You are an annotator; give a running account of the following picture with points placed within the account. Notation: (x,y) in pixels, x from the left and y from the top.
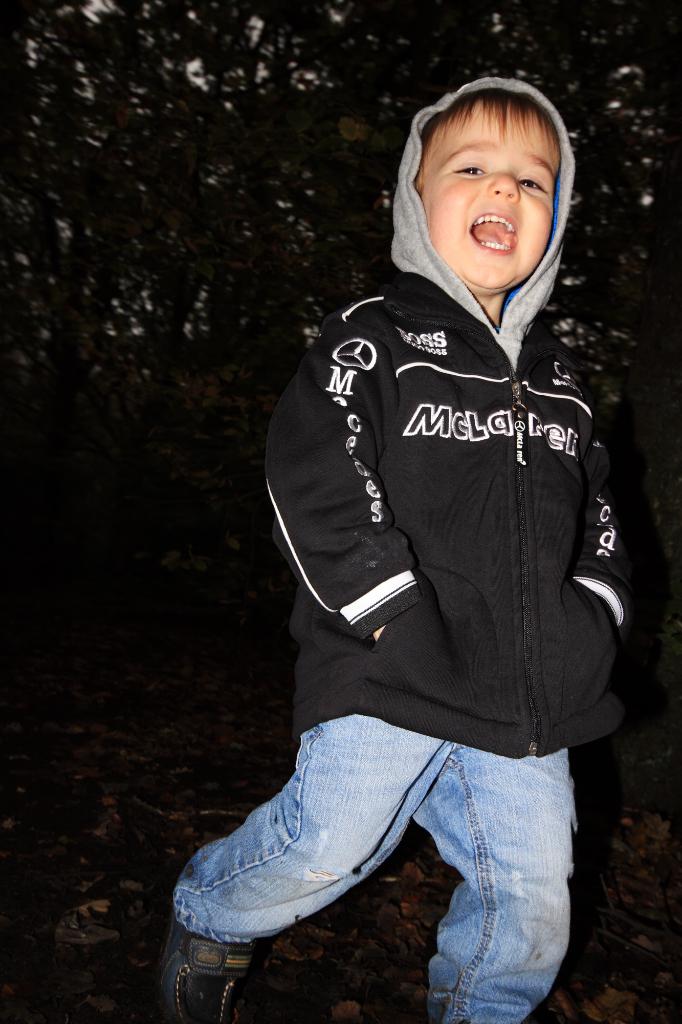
In this image in the foreground (397,720) there is one boy (462,414) who is screaming, and in the background (407,87) there are trees (182,207).
